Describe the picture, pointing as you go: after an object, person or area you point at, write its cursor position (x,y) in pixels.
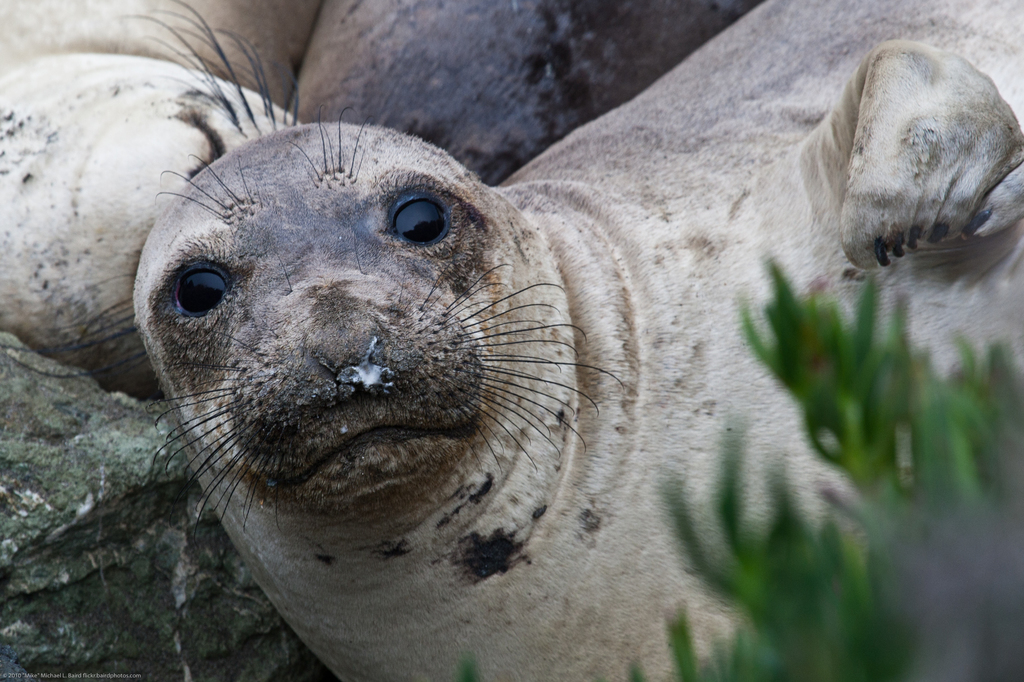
In this image we can see few animals (306,273). In the bottom left (99,516) we can see a rock (126,546). In the bottom right (879,537) we can see a plant (864,576).
